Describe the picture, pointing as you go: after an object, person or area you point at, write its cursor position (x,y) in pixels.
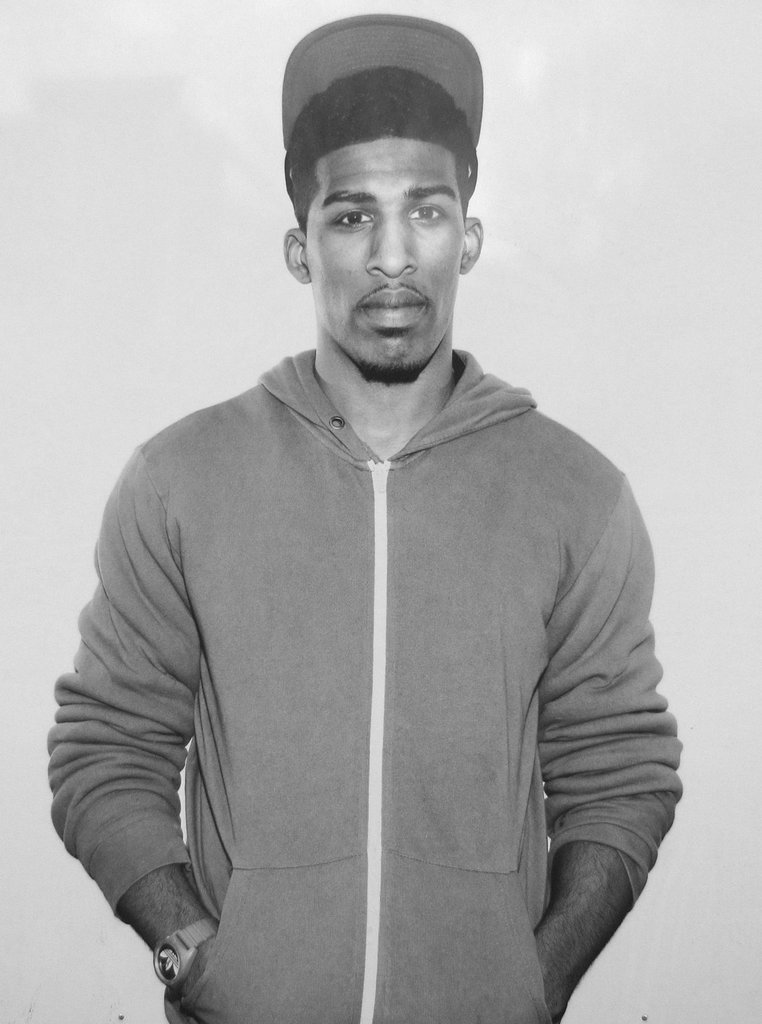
In this image in the center (295,434) there is one person (377,520) who is wearing a hat (427,77), and there is a white background (655,115).
